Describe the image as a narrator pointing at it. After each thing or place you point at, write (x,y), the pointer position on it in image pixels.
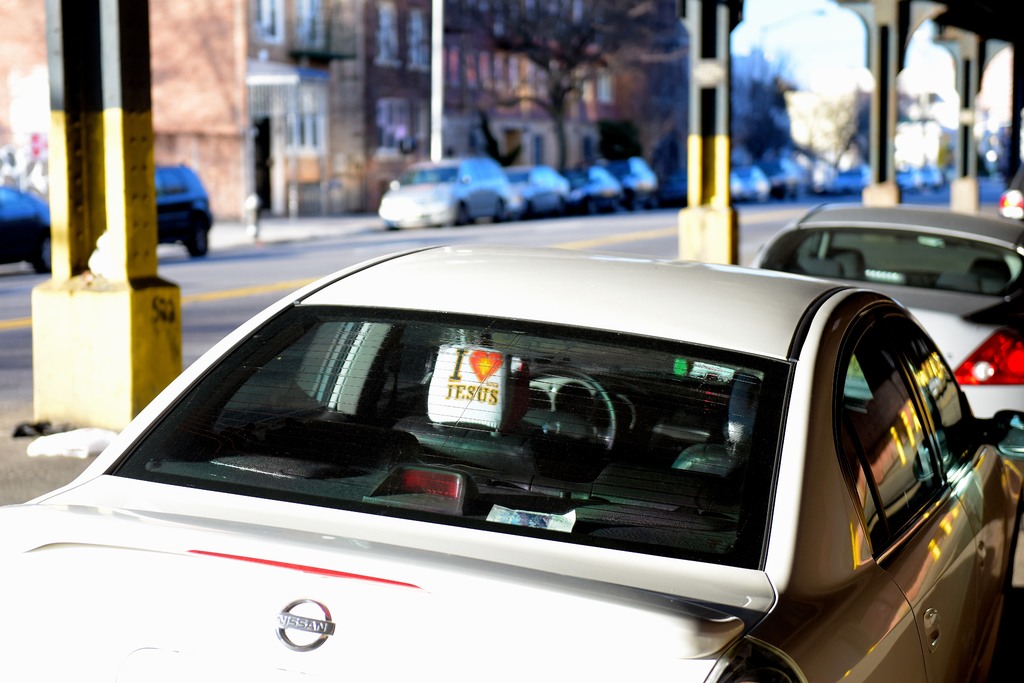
In this image there are cars (322,279). In the center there are pillars (729,128). In the background (416,106) there are trees (582,88) and there are buildings (546,113).
